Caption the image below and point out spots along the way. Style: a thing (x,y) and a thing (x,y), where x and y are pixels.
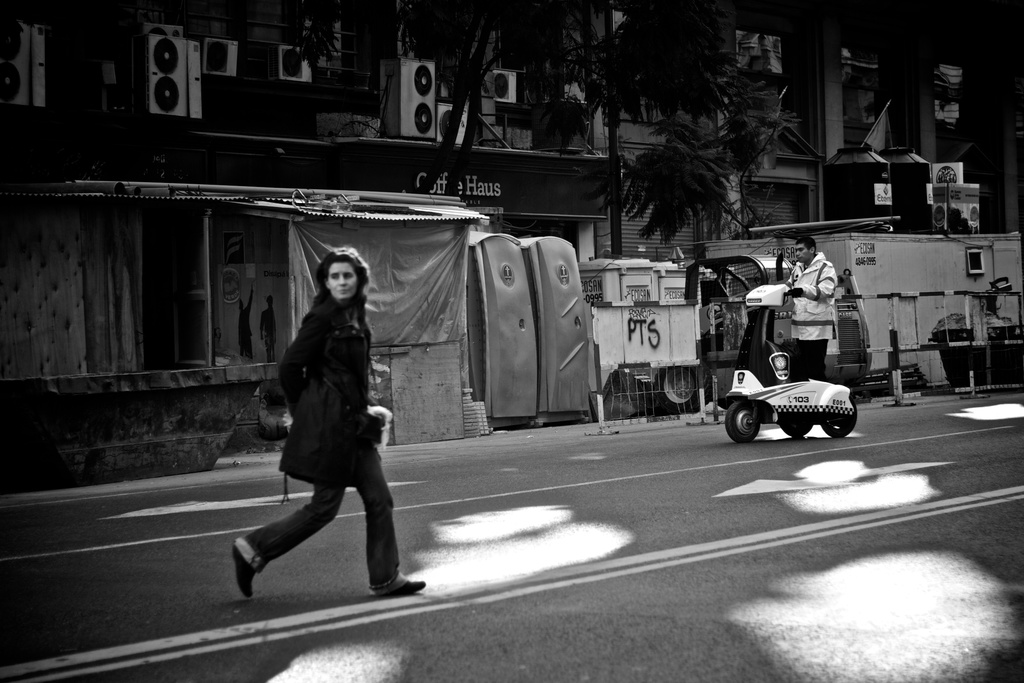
This is a black and white image. On the left side (326,366) there is a person (325,415) walking on the road (340,546) towards the right side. On the right side (765,377) there is another person (808,326) riding a vehicle (764,384). Beside the road (941,413) there is a railing (973,344) and few vehicles (860,333). On the left side (189,310) there is a shed (310,260). In the background (444,70) there are many trees (538,86) and buildings (235,104) along with the windows (257,69) and air conditioners (417,91). In front of this building (968,180) there are two tanks (880,181).
